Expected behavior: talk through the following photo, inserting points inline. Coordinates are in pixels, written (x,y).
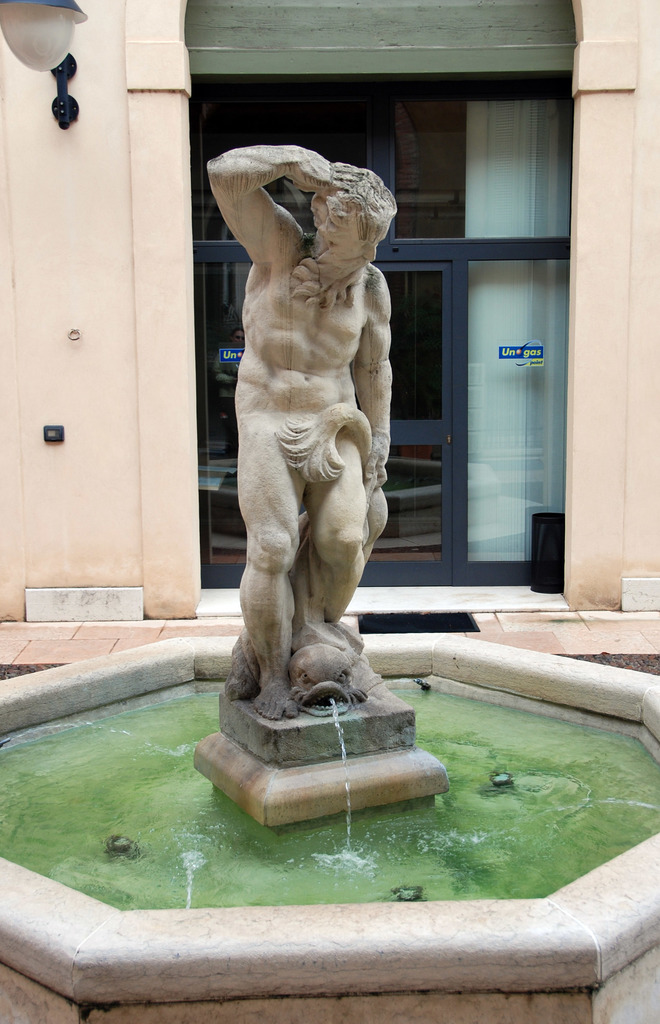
In this image there is sculpture (362,727). There is water (170,886). There is a wall (21,355) and a glass door (553,132). We can see light (53,63).
